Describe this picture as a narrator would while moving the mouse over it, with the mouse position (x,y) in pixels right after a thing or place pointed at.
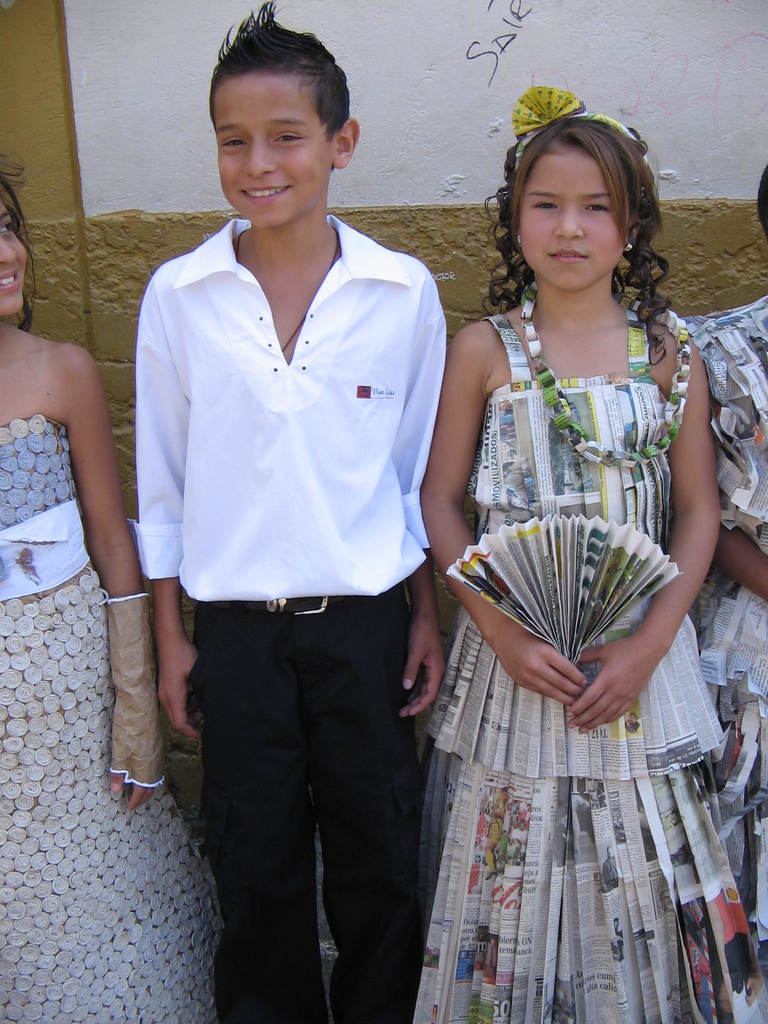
In the image I can see some people (406,518), among them three are in different costume (65,704).
